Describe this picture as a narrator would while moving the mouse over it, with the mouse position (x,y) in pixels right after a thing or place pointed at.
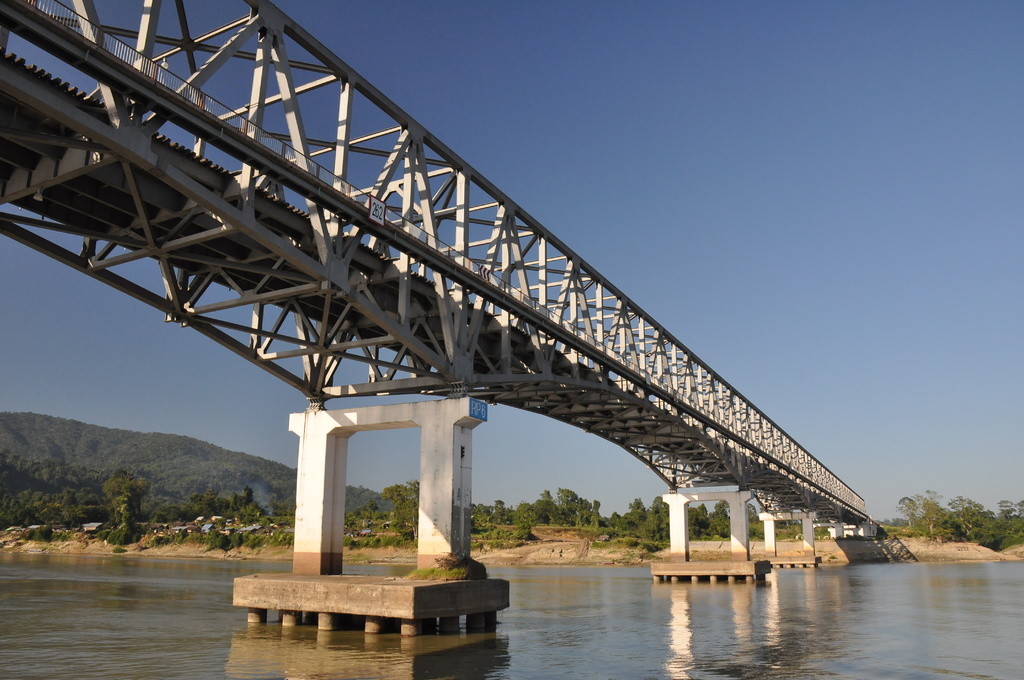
In the foreground of this image (472,391), there is a bridge (547,330) and water (440,631) flowing under it. In the background (74,507), there are trees (167,513), mountain (190,472) and the sky (593,153).
